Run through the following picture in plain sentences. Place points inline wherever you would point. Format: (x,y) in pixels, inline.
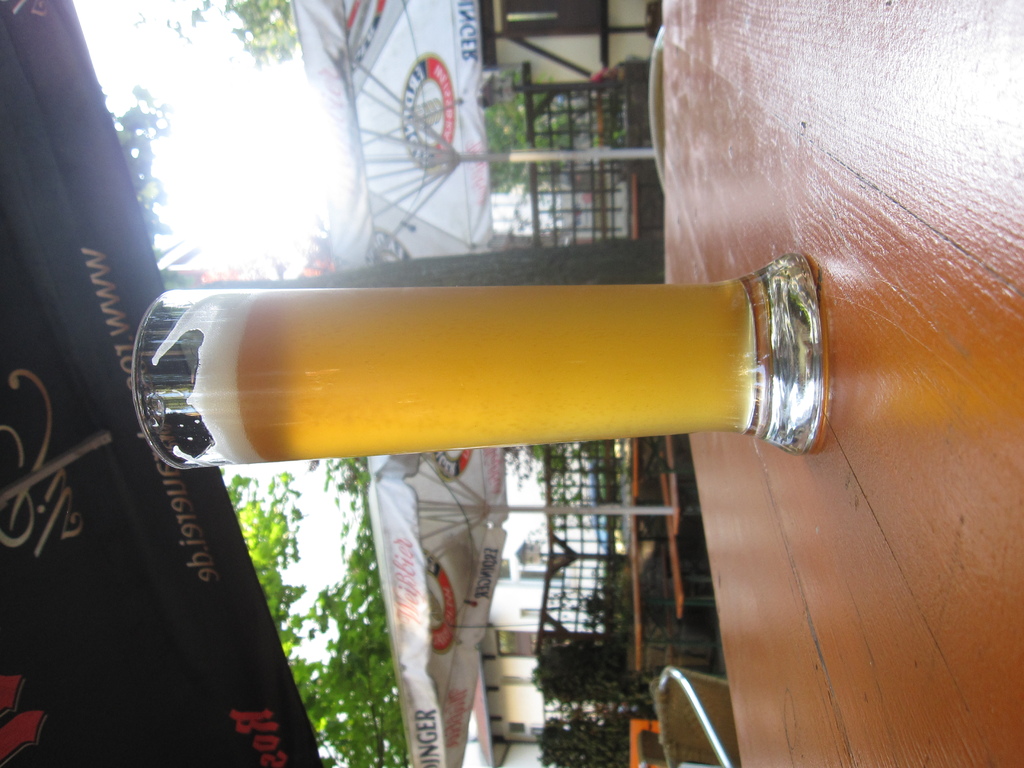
This is a rotated image. In this image there is a glass of beer (565,379) placed on a table (839,562), behind the table (806,576) there is a tent (392,127), railing (581,502) and trees (342,587). At the top of the image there is an another tent (42,581).
